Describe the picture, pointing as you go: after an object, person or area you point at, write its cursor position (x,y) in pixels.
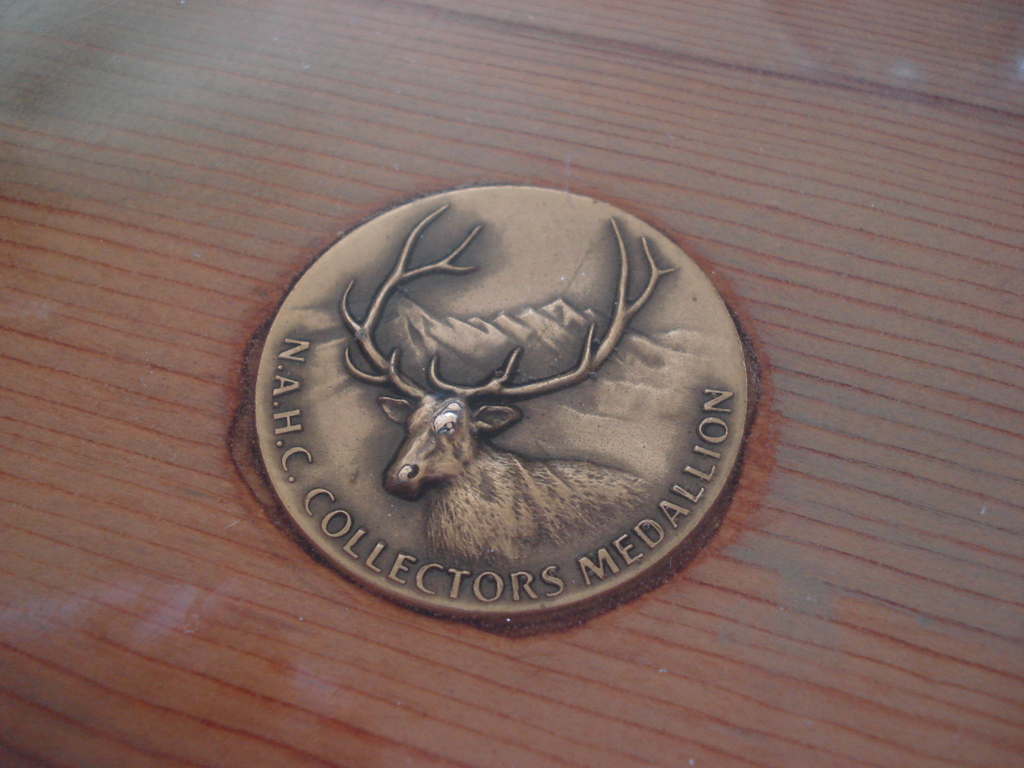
In the center of the picture (356,256) there is a badge (647,519), on the badge (566,289) there are mountains (466,336), elk (415,409) and text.
